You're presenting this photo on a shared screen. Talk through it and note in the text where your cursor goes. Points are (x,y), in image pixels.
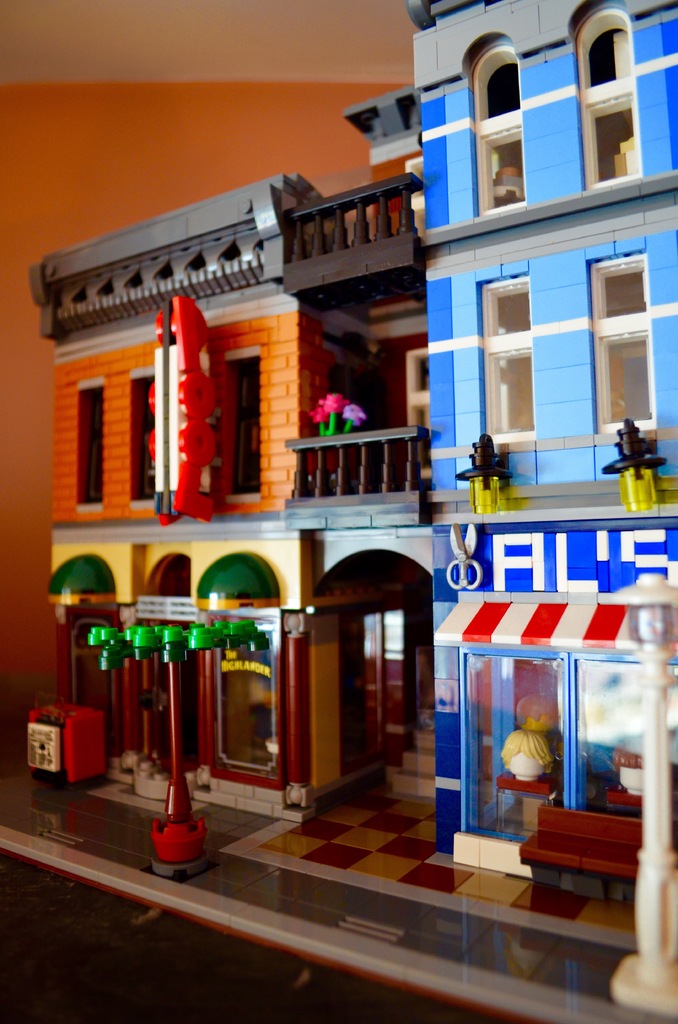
In this image, we can see some toy houses (397,434) and the wall (147,135). We can see the roof (173,52).
